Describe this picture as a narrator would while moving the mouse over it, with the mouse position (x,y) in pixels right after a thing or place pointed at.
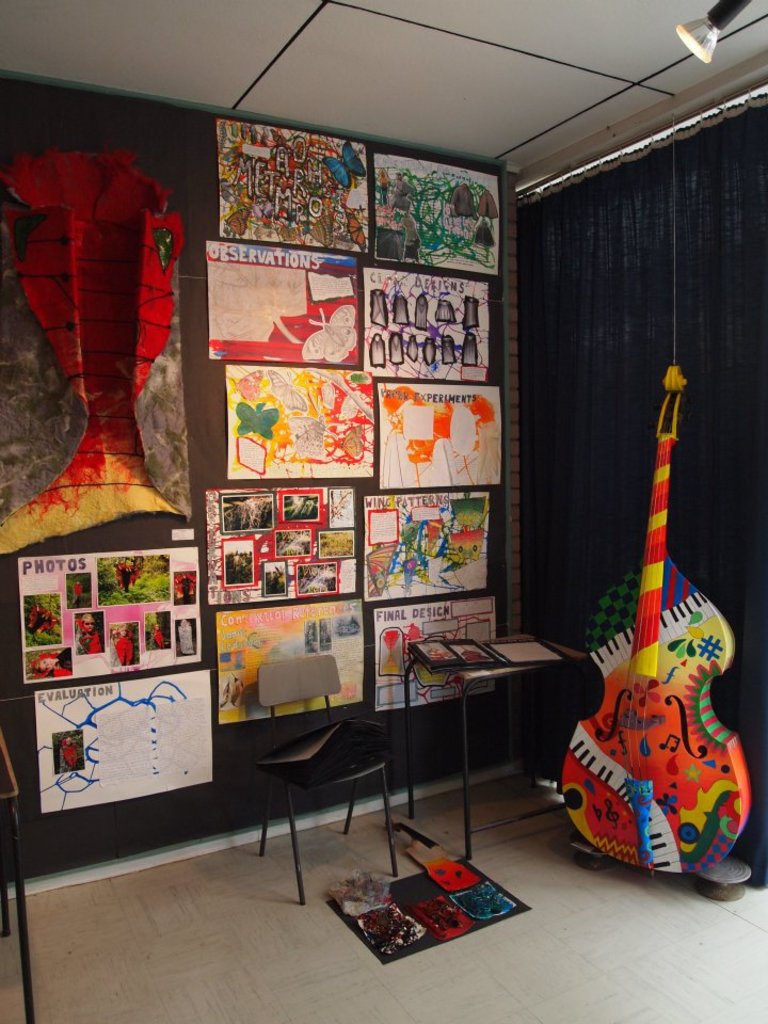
This picture is clicked inside the room (514,923). In the foreground (381,900) we can see there are some objects (468,660) placed on the top of the table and a chair (269,693) and we can see a guitar (605,731) and some objects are placed on the ground (507,853). In the background (315,450) we can see the curtain (607,255), roof (542,100), posters (290,415) attached to the wall (184,245) and we can see the drawings (280,426), text (226,258) and some pictures (404,192) on the posters (270,544) and we can see some other objects (166,223).
